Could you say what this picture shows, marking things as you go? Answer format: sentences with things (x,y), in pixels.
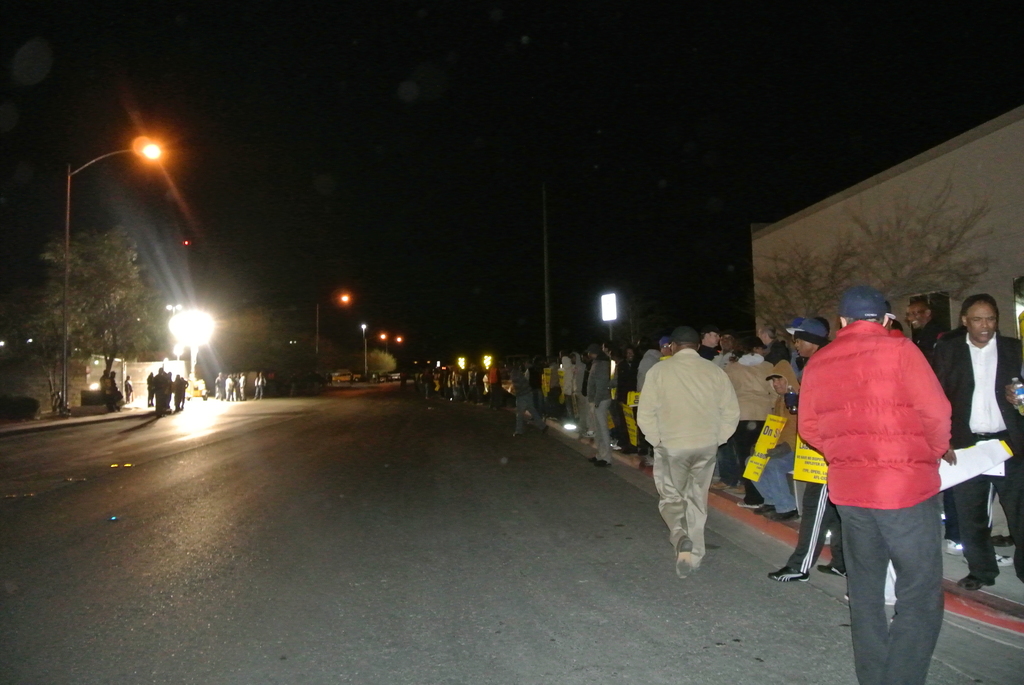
In the center of the image (473,442) there is a road (318,542). On both right and left side of the image (155,388) there are people (654,369) standing on the pavement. There are street lights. In the background of the image (130,304) there are trees (80,302) and sky (387,111). On the right side of the image (894,244) there is a wall (913,224).
